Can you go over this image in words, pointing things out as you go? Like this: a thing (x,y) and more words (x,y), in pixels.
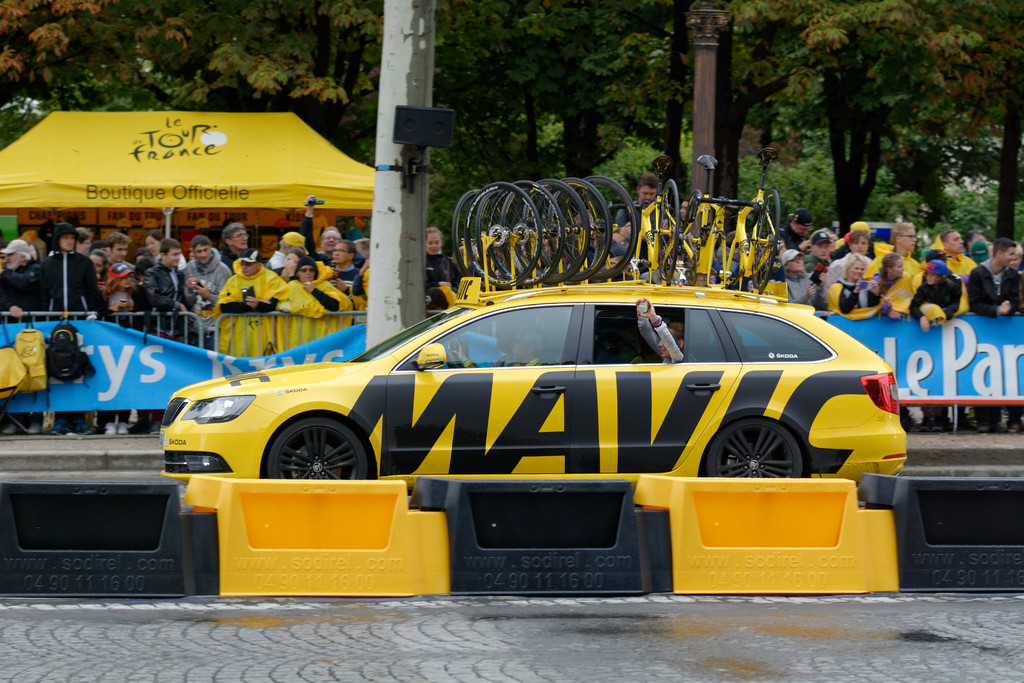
There is an event going on, a yellow car (569,409) is moving on a road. Behind the car (373,408) a lot of crowd (309,278) is standing behind a fencing (6,342). Most of them are wearing yellow attire (909,268) and the car (583,309) is carrying the yellow cycles (737,240) and in the background (118,127) there is a yellow tent (253,126), behind the tent (103,137) there are a lot of trees (730,109).
